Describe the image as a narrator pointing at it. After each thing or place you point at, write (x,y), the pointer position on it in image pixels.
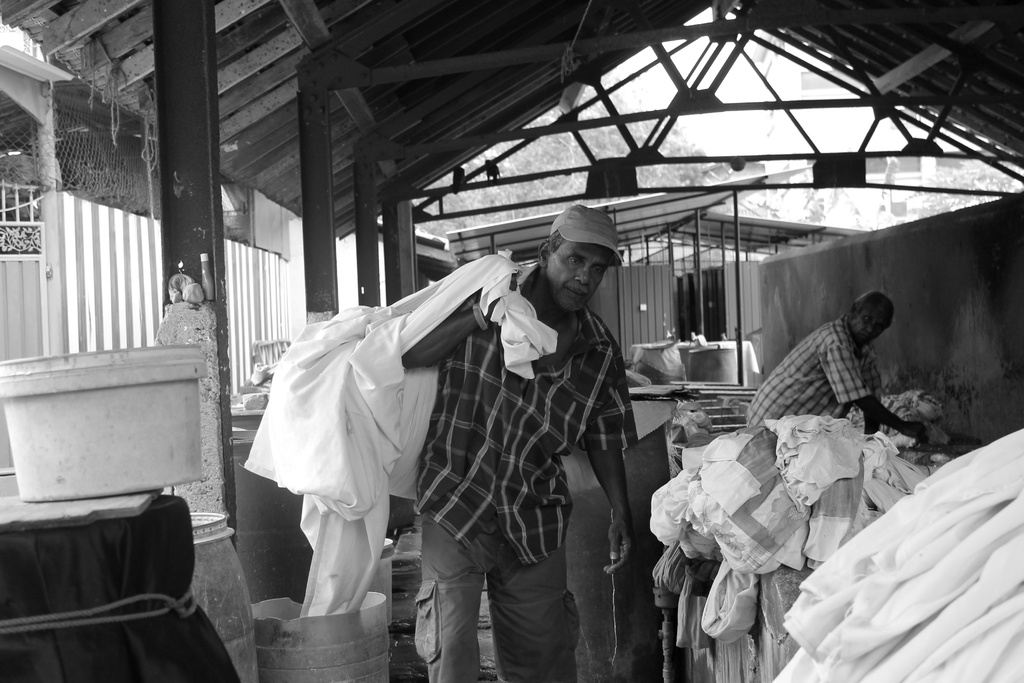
In this picture I can see there is a man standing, he is holding few white clothes (390,331) and there is a person (828,380) at right side (786,376), there are a bunch of clothes (952,520) placed on the right side (954,661), there are few drums (271,644) at left side (286,643), there is an iron frame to the ceiling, there are few other objects (171,287) and this is a black and white image.
